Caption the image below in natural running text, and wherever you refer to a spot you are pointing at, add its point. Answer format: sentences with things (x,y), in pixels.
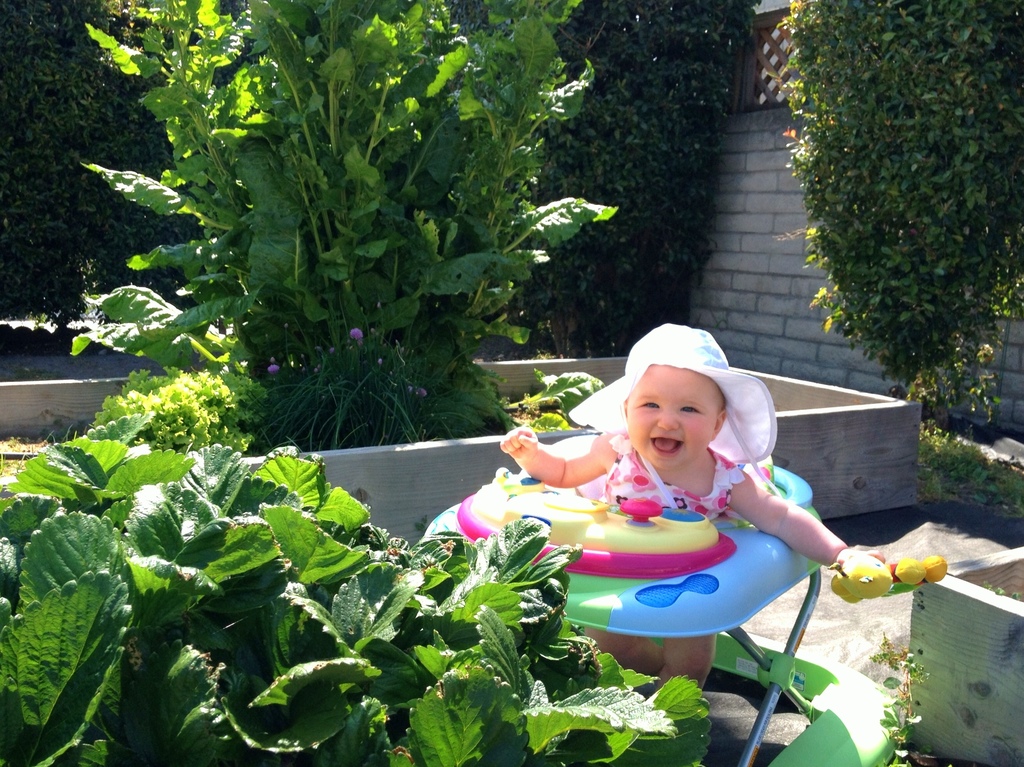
In this picture we can observe a baby (661,496) smiling. We can observe white color hat (695,360) on her head (658,380). There are some plants (411,357) and trees (56,106) on the ground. In the background (727,273) we can observe a wall (737,247).
